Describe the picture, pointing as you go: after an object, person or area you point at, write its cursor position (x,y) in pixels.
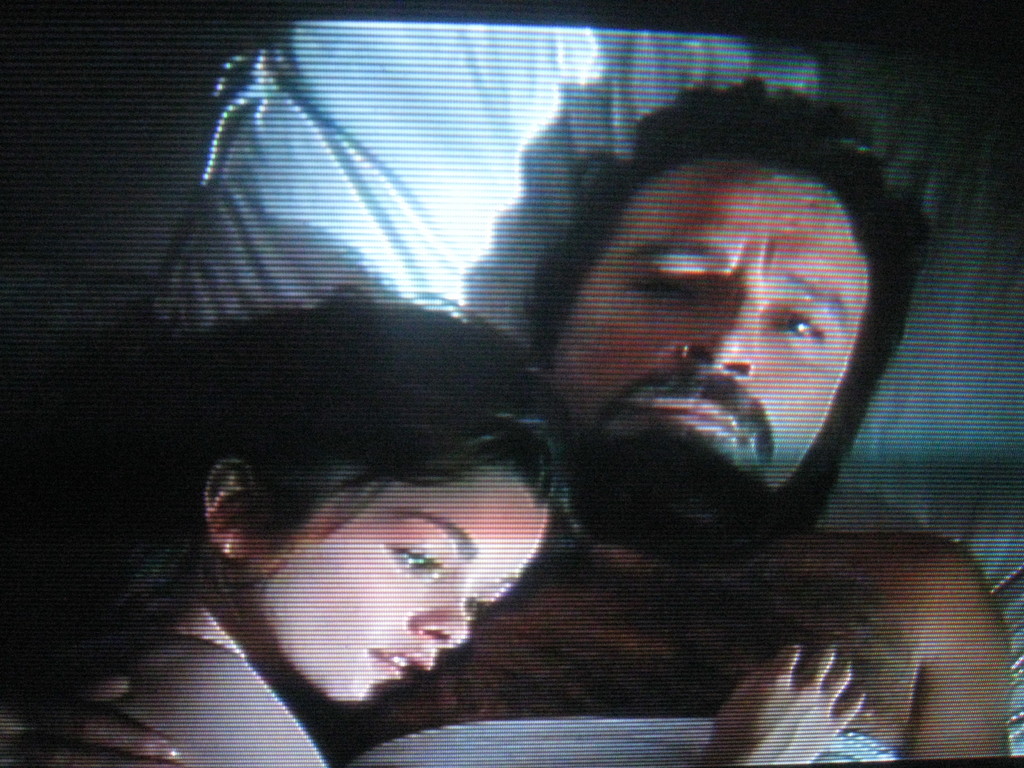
In this image we can see the picture of a display screen (407,547) which shows a man (550,576) and a girl (441,567) lying on a pillow (373,295).
